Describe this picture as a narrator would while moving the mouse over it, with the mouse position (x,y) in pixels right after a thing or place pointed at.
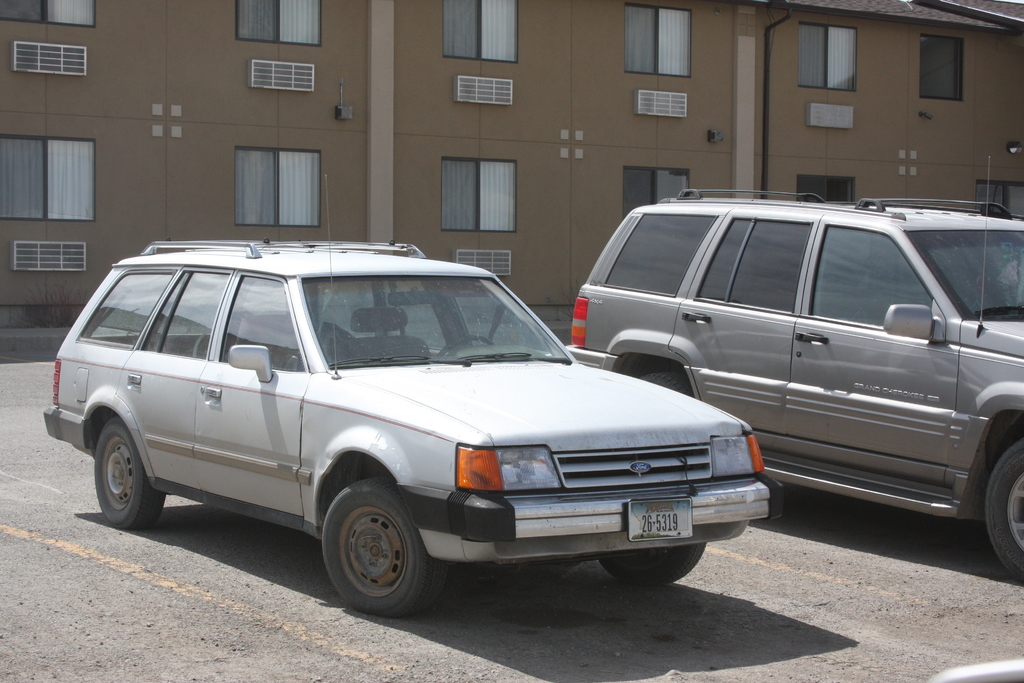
In this image, we can see a few vehicles (71,387). We can see the ground (39,568) and a building (182,147) with some windows (463,202) and curtains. We can also see some objects (765,135) attached to the wall (219,74).
